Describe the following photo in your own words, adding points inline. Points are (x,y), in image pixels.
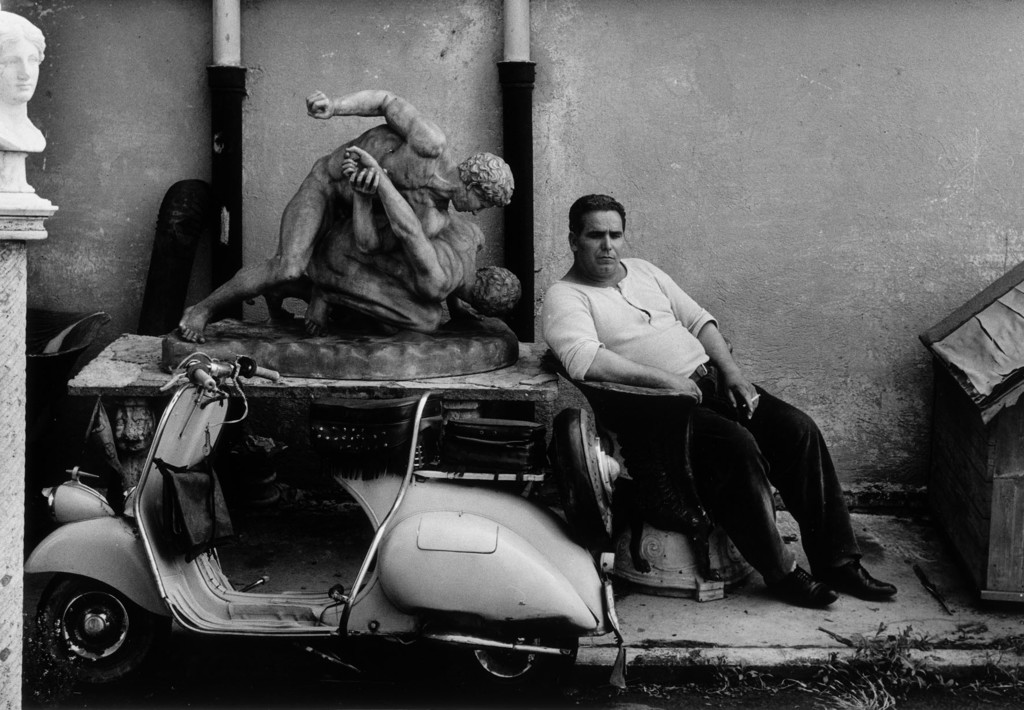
In this image there is motorcycle (497,560) and a person (622,325) wearing white color T-shirt (667,336), black color jeans (763,468) holding a cigarette (753,408) in his hands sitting and there is statue (362,215) of two human beings (378,217) who are wrestling and there is wall (556,111).
